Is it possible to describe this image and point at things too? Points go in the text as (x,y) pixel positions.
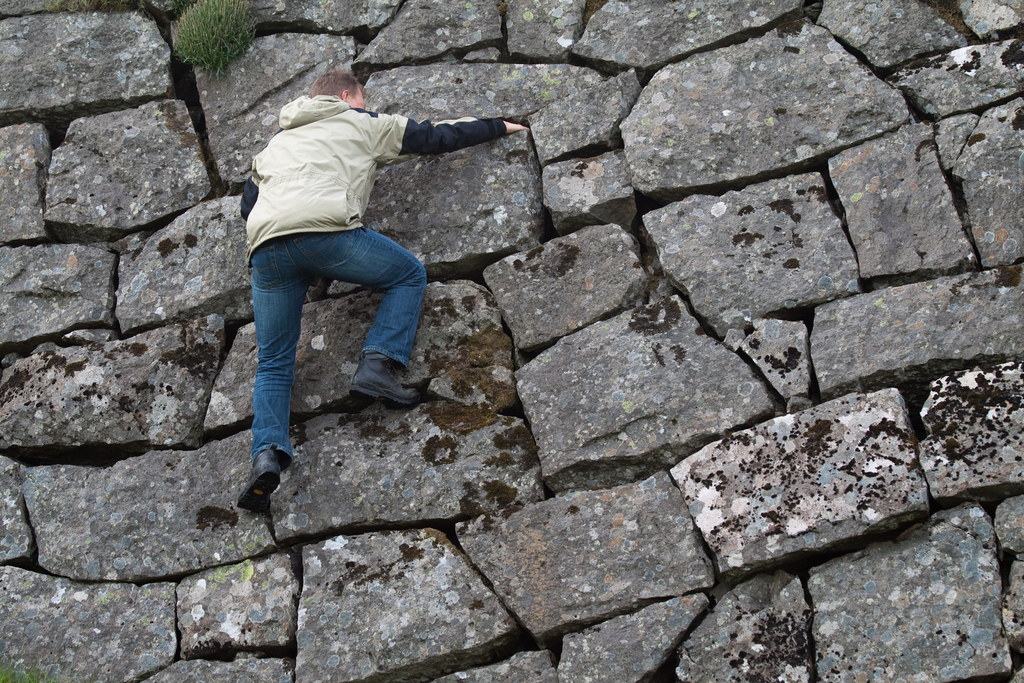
In the center of the image (346,278) we can see a man (316,240) climbing a stone wall (469,394).
